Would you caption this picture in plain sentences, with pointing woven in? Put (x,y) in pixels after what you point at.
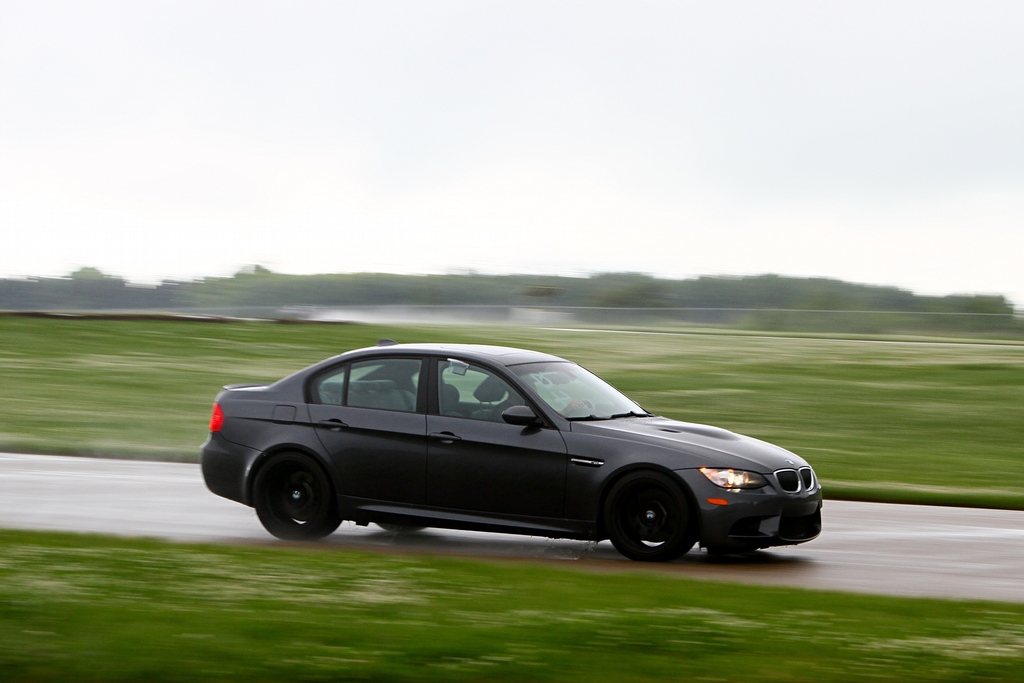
In the image we can see a person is driving a car (571,505). There are many trees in the image. There is a grassy land (1003,498) in the image.
